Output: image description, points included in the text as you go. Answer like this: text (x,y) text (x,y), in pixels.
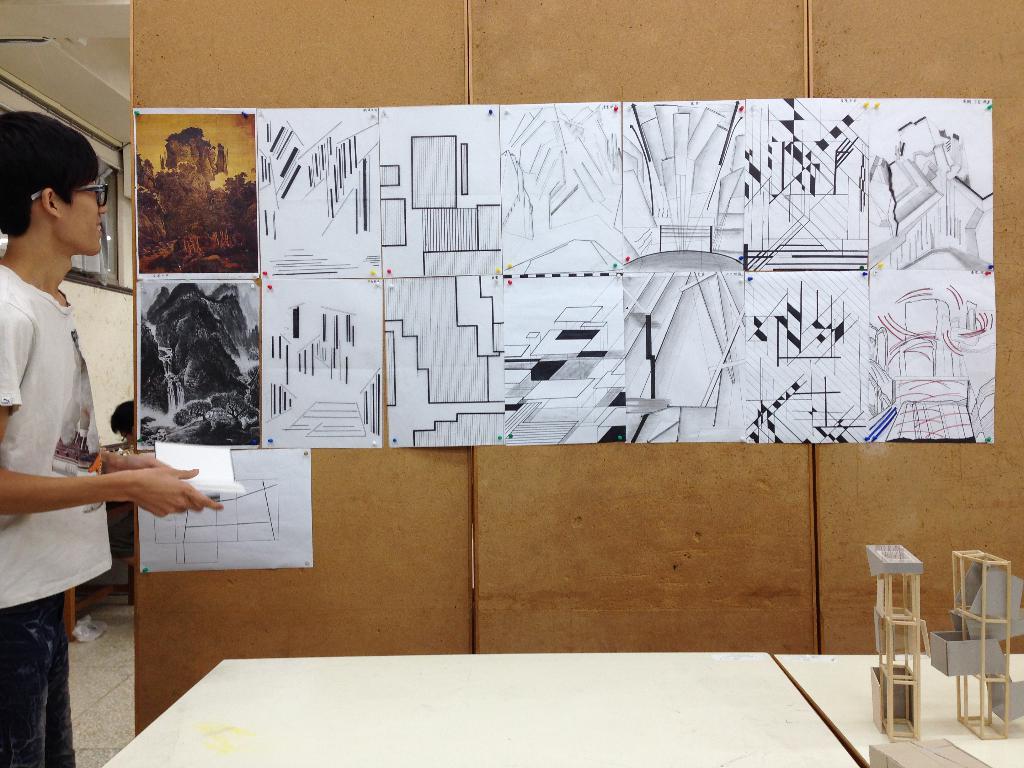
In this image I can see a person (55,215) standing and holding a book (199,449). On the table (617,696) there are some objects (1001,686). At the back side (466,359) there is a chart papers (593,261) on the wooden wall (641,66). There are attached to the wooden wall (684,25) and the wall (922,64) is in brown color. At the back side (108,324) i can see a white wall (113,343).
